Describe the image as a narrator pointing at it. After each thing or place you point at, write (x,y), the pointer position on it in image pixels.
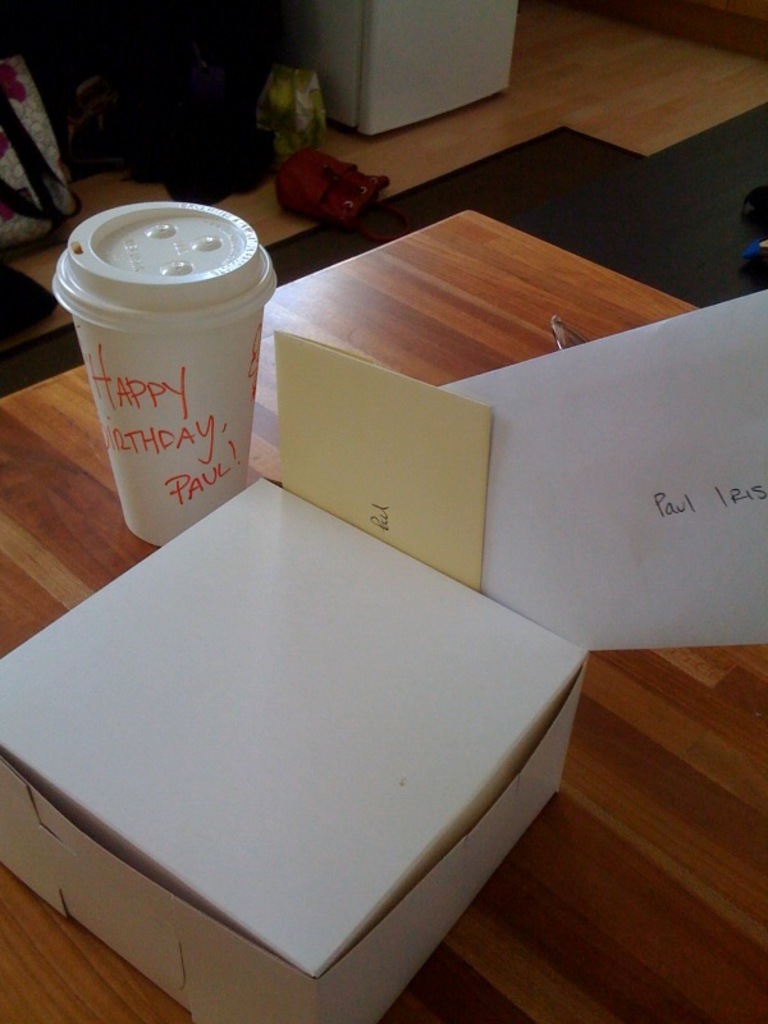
In the image there is a table (419,308). On table (426,310) we can see a glass (144,473), box (189,676), letters (582,466) and glasses (561,322), on top we can see a fridge (458,46) and a bag (30,177). On top we can see a handbag (328,199), mat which is in black color.
